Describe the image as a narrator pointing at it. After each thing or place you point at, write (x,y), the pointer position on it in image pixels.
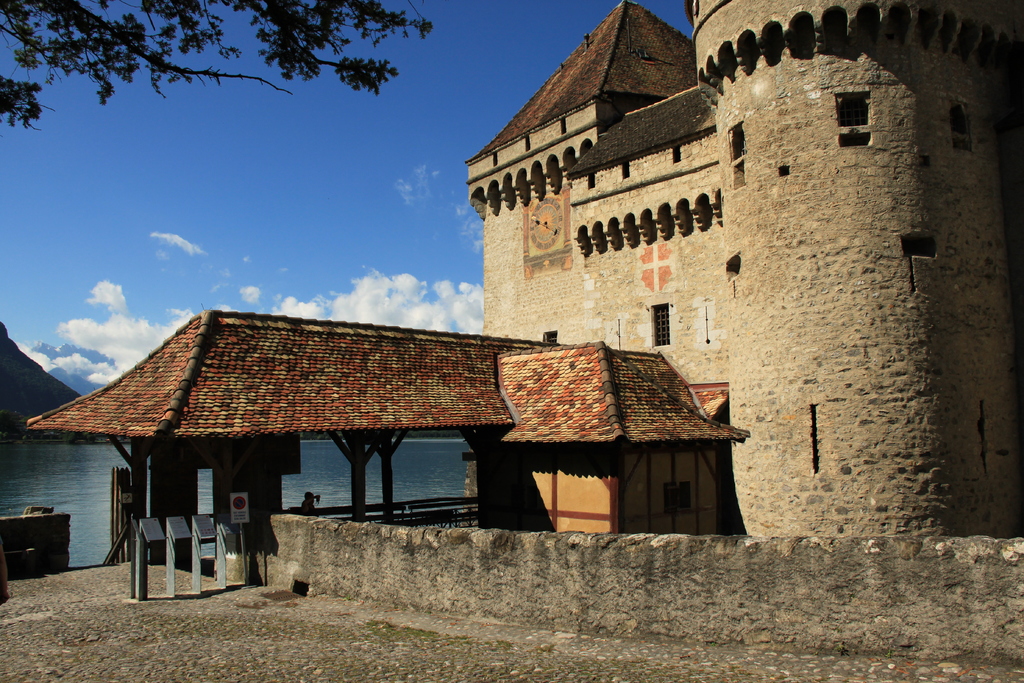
In this image there is a shed (599,465) with a red color roof (543,431) on the left side (329,377). There is a tree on the left side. There is a stone building (699,284) on the right (734,265). There are clouds (439,288) in the sky (431,292).
